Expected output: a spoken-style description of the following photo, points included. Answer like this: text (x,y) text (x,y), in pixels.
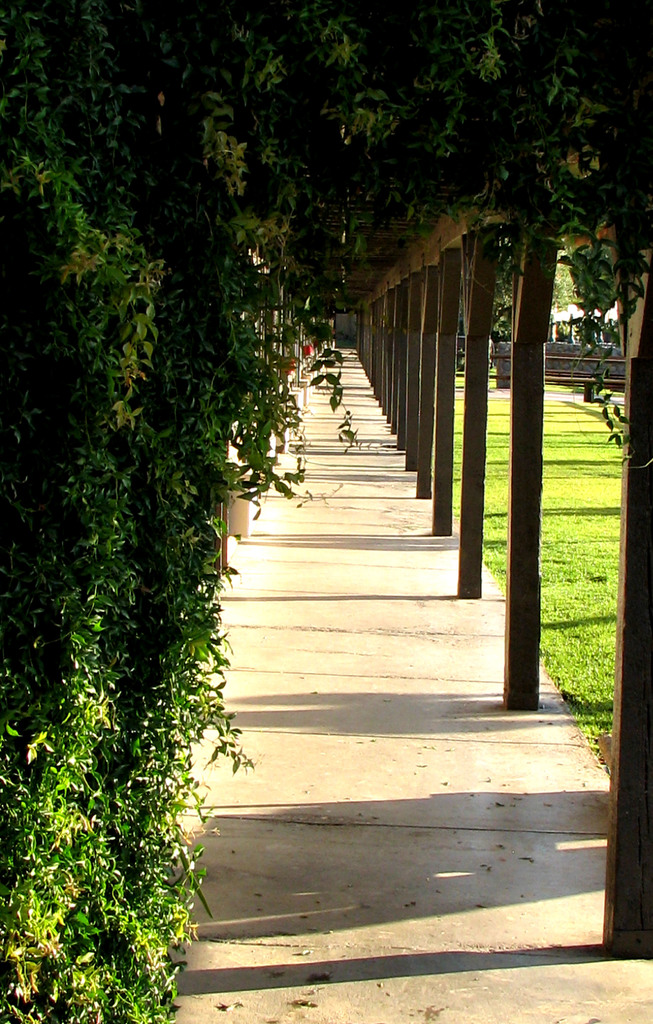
In the picture we can see a pathway (252,986) and beside it, we can see poles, which are attached to the roof (452,223) and to the wall (239,251) we can see plants (191,548) and beside the path (369,441) we can see grass surface (494,424).
